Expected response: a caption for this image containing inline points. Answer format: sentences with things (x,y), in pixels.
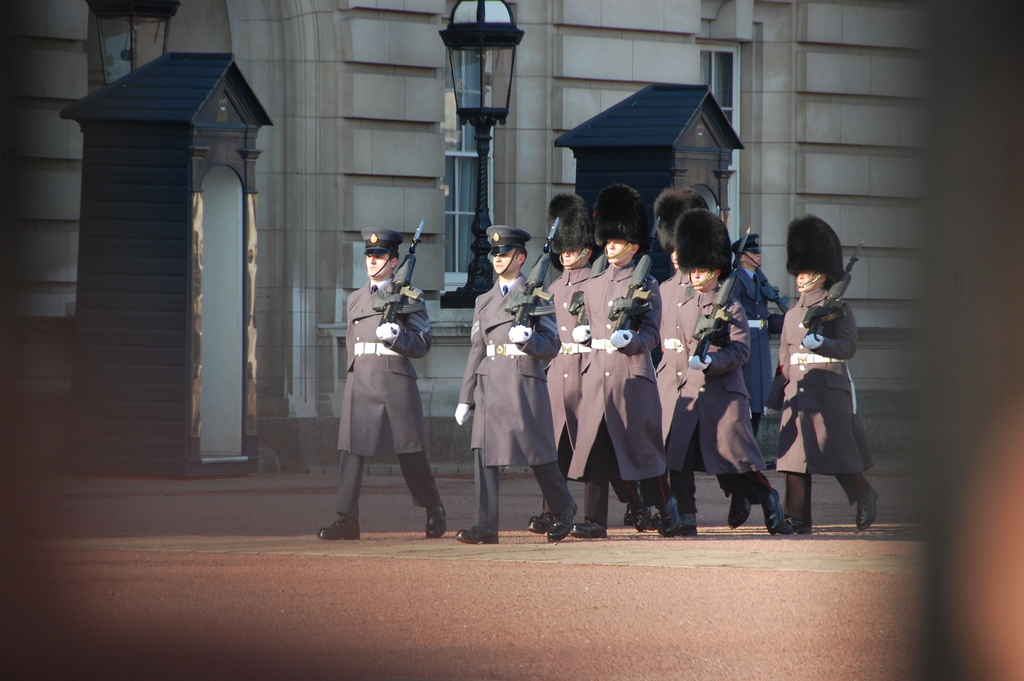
In this image I can see number of persons (601,335) wearing uniforms (598,355) and holding guns (531,302) are marching on the ground (455,612). In the background (507,8) I can see a black colored pole (469,41) and the building (385,139) which is white in color and two black colored objects (175,212).
